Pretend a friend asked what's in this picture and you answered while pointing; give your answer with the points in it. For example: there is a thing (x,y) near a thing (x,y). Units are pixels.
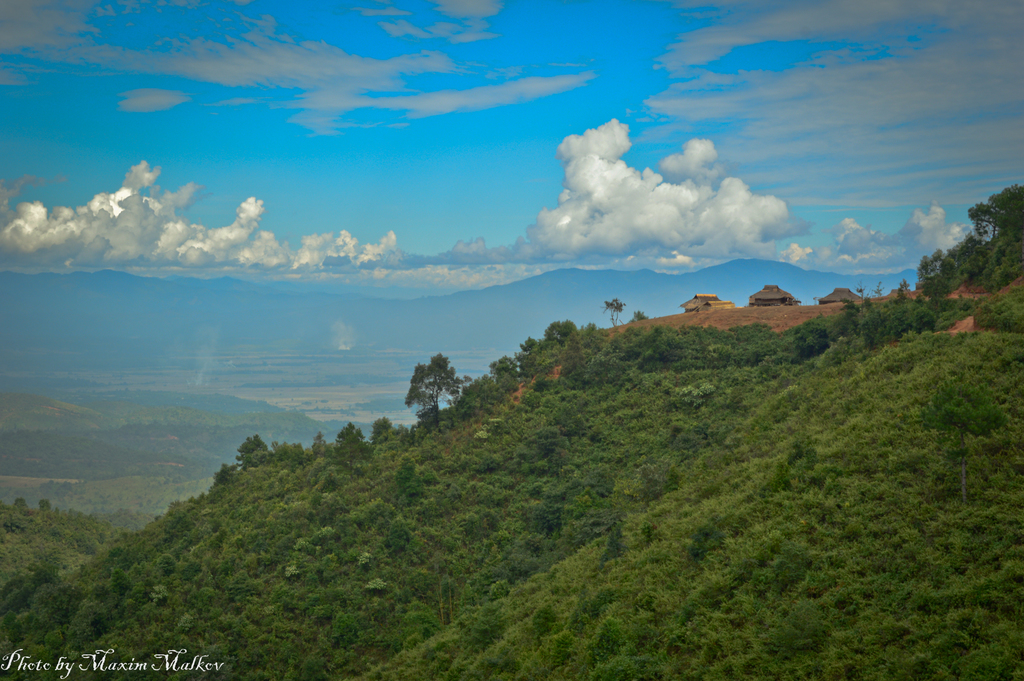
Here in this picture we can see mountains (260,409) covered with grass (315,618), plants (350,569) and trees (512,439) all over there and at the top of it we can see houses (784,303) present and we can see the sky (284,236) is partly covered with clouds (342,252) over there.
